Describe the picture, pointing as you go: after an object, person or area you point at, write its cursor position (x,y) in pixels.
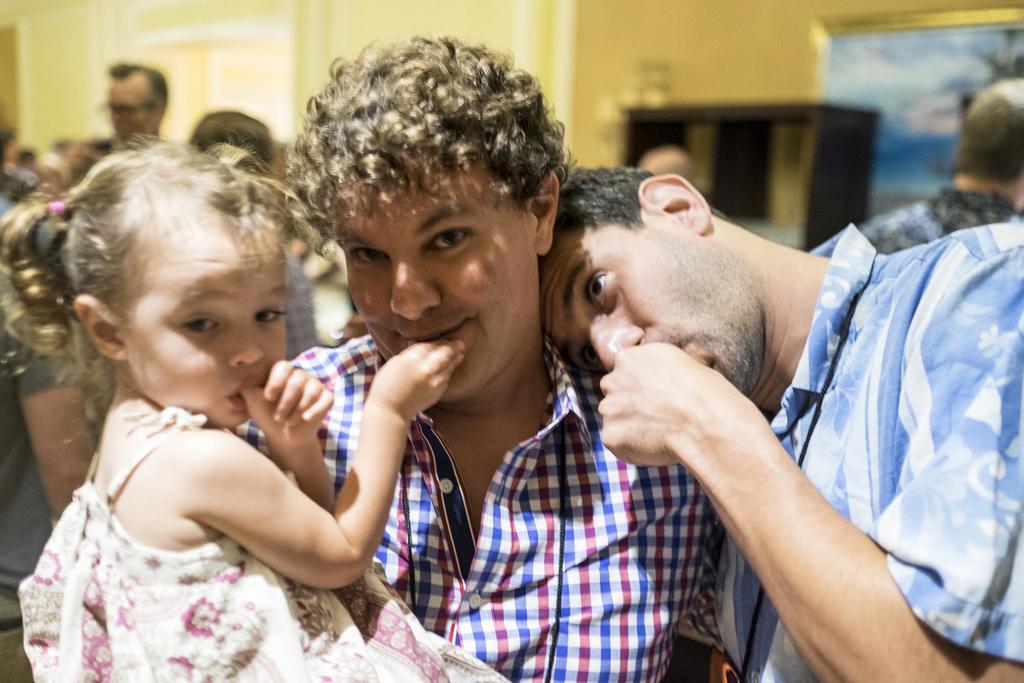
In this picture I can see a man (449,92) who is holding a child (163,455) in his hand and I see another man (647,260) near to him and in the background (1019,199) I see number of people (1016,128) and I see that it is blurred.
